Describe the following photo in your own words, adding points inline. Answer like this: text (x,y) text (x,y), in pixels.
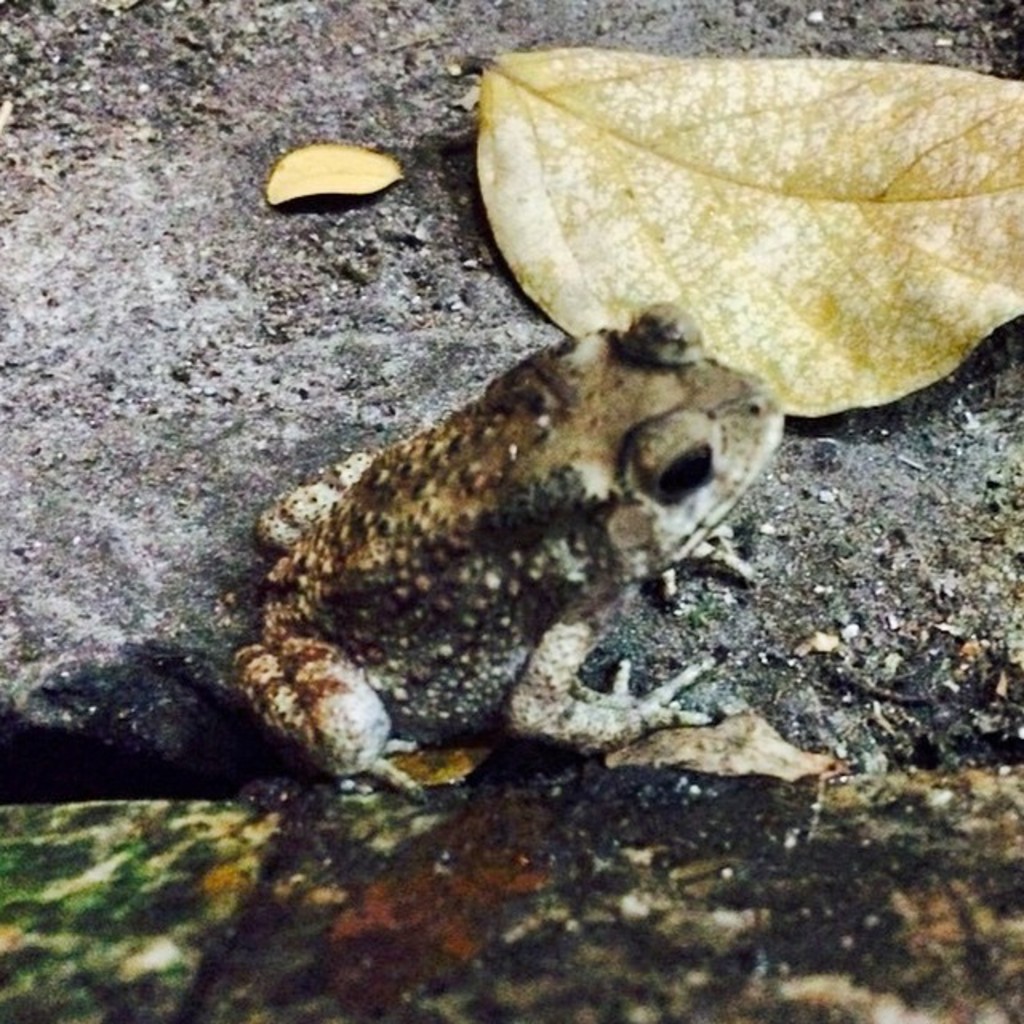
In this picture there is a frog (540,587) and there is a dried leaf (751,215) beside it.
